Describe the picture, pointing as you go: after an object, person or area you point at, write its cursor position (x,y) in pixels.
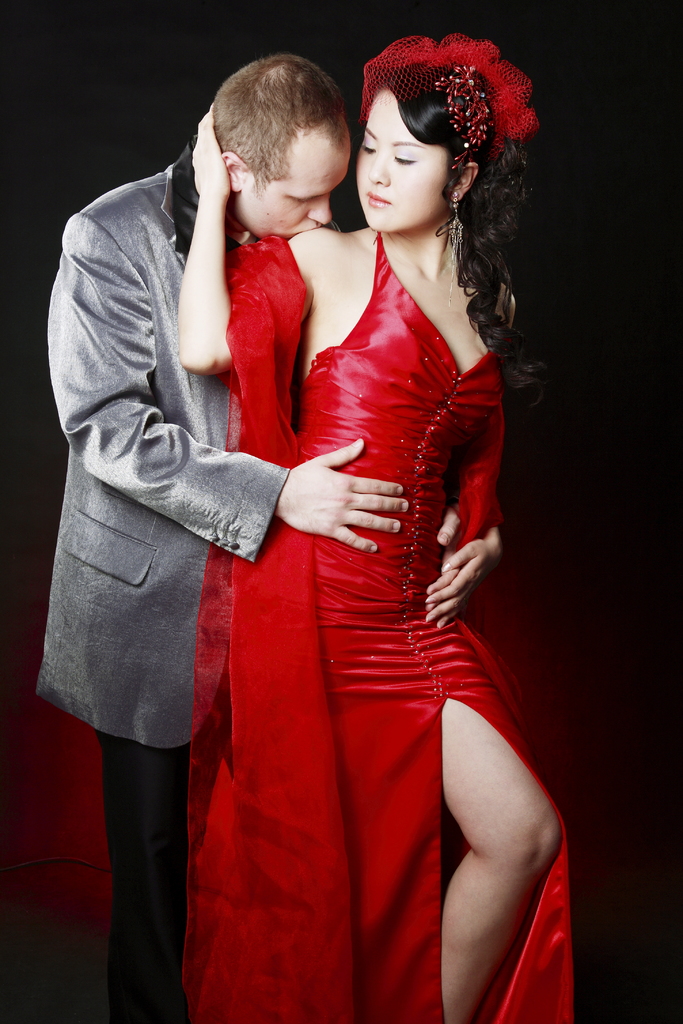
In this image I see a man (202,390) who is wearing suit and I see a woman (332,389) who is wearing dress (411,562) and I see that the man (301,186) is kissing her on her shoulder (336,250) and it is dark in the background (549,429).
